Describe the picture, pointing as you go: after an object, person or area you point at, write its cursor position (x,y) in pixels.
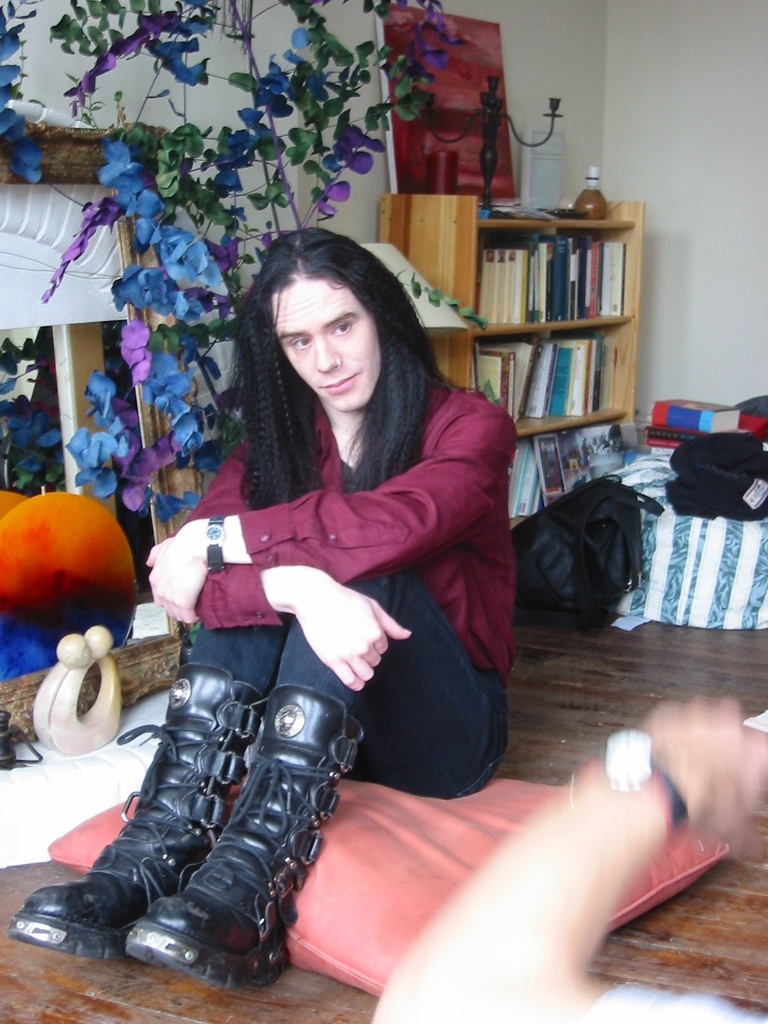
In the picture we can see a man (220,941) sitting on the floor (229,1009) with a wooden mat (34,958) on it and near his legs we can see a pillow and behind him we can see a rack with full of books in it and near it we can see a bed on it we can see some bags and some bed sheets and on the rack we can see a painting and candle stand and beside it we can see some artificial plant (100,388) with different colors to it.
